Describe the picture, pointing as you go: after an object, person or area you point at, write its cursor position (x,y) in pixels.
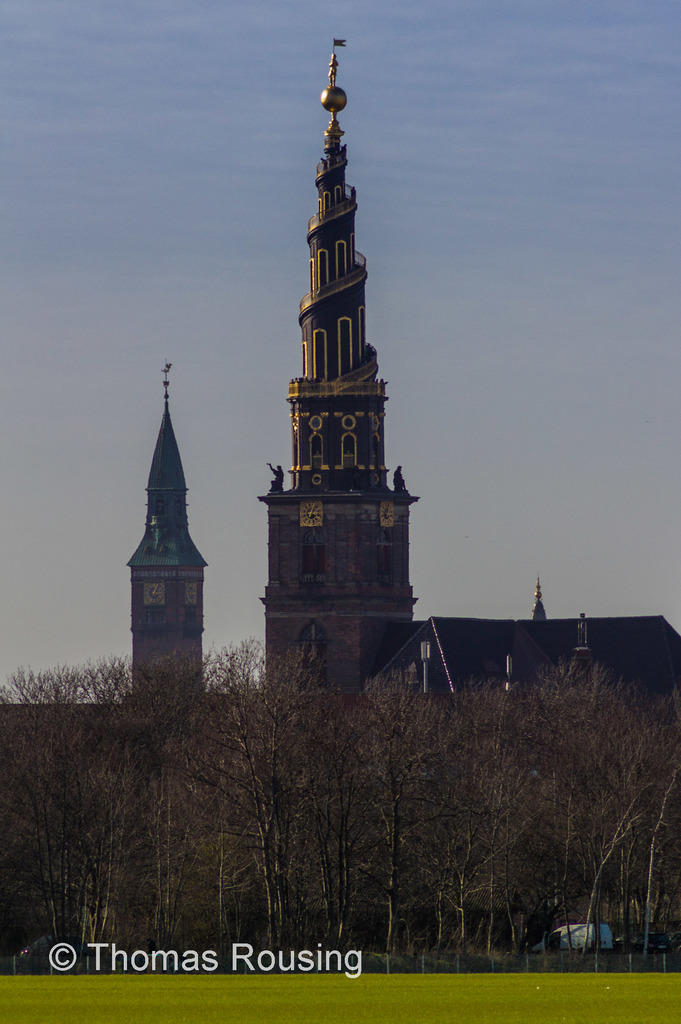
In this picture we can see buildings (152,635) with windows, trees (376,767), grass (162,1020), fence (155,972) and in the background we can see the sky (276,124) with clouds (169,121).
